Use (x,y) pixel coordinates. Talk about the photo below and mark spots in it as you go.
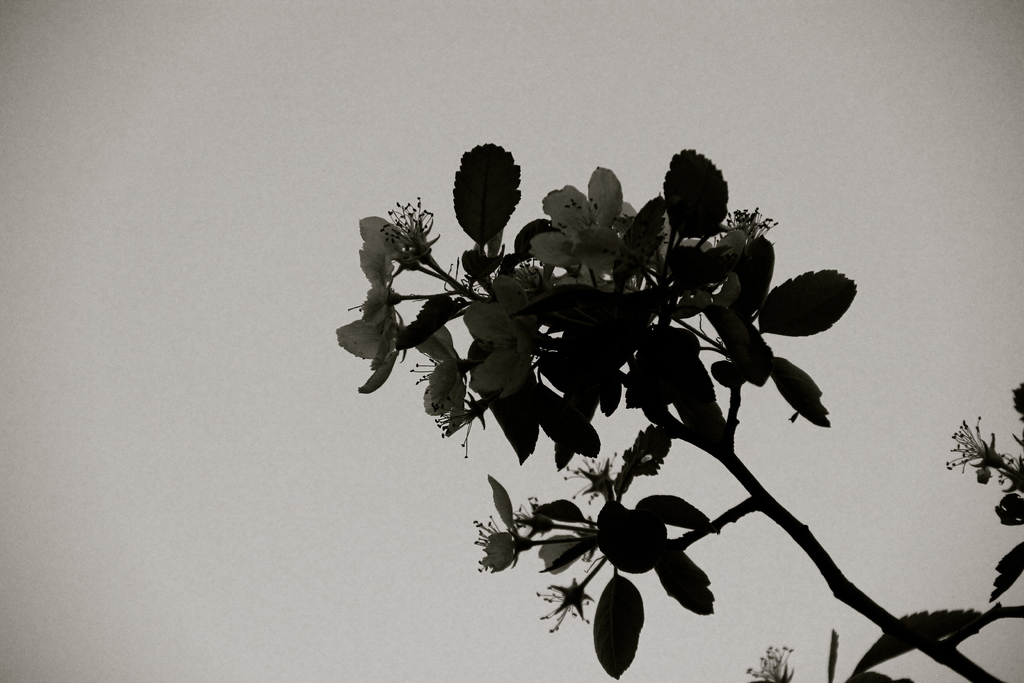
In this image there are flowers (592,215), leaves (636,359) and stem (881,610) of a plant (960,616). In the background (307,158) there is the sky (996,108).
